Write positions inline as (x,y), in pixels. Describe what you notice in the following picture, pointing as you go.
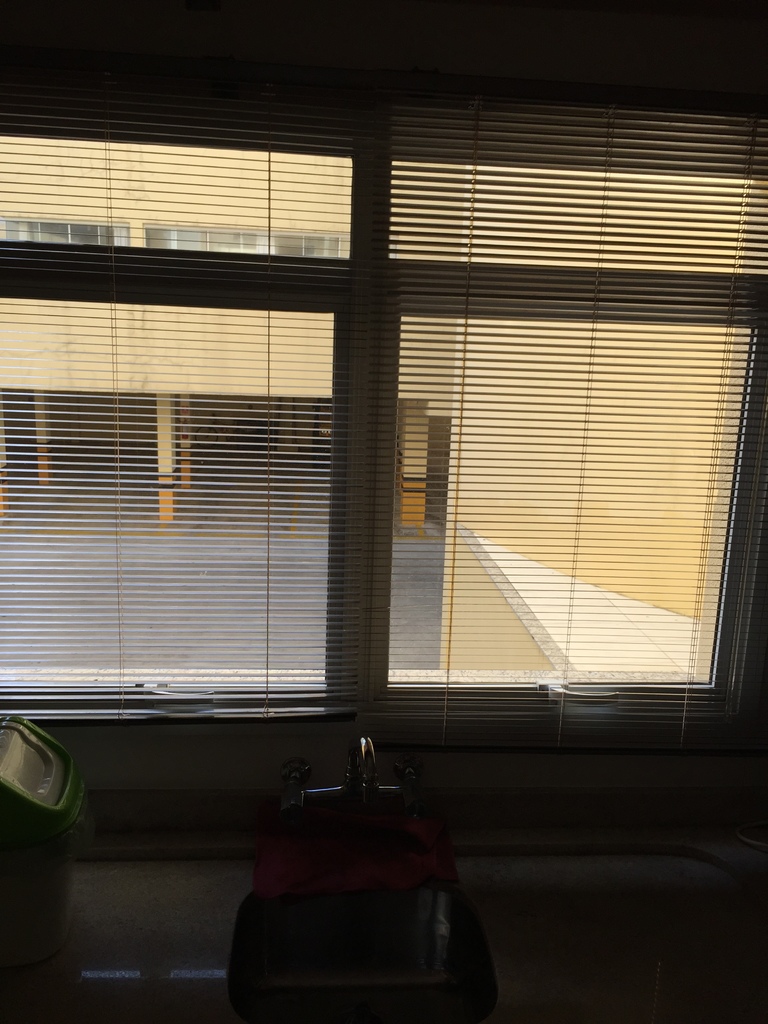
In this image there is a window (339,333) with the curtains (389,441) in the middle (339,450). In front of the window (313,664) there is a sink (341,915), Beside the sink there is a dustbin (68,839) on the left side (51,848). Through the window (161,365) we can see that there is a building (148,370).
